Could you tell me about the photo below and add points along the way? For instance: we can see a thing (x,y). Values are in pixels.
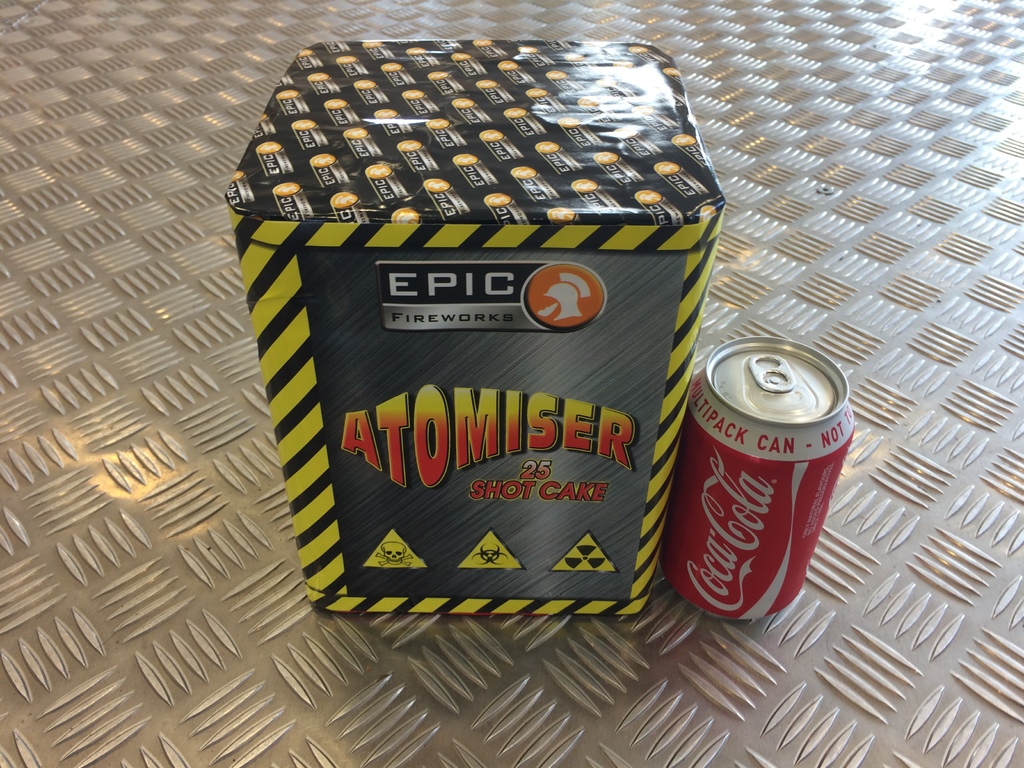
this picture there is a box (267,362) and a soft drink tin (800,349) in the center of the image (601,432).
